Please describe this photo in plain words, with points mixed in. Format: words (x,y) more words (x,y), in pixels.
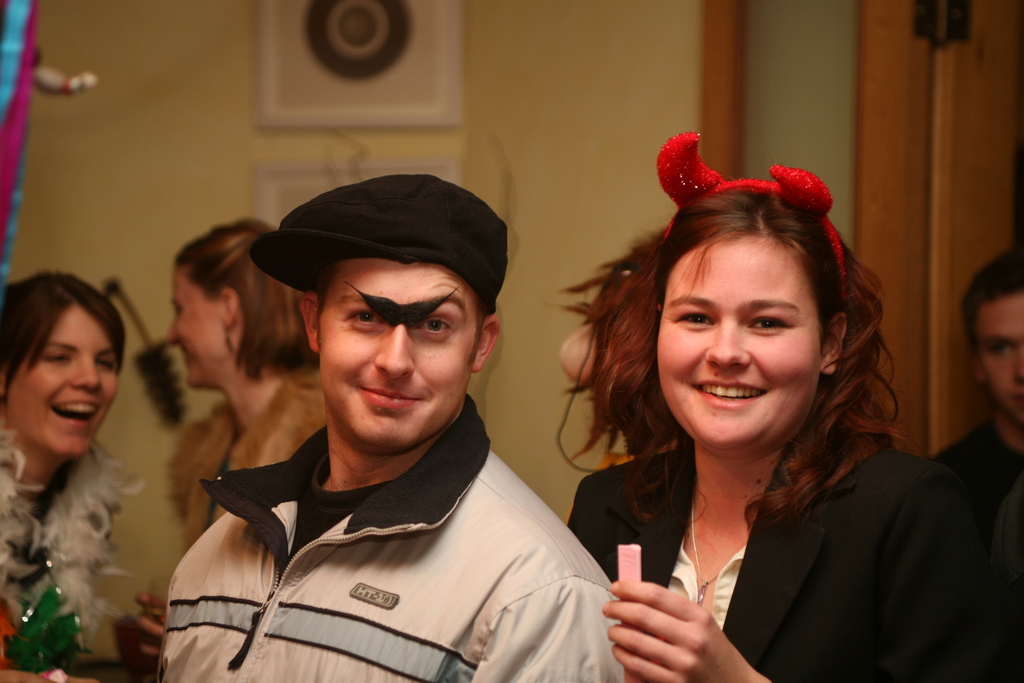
In this image I can see few people (482,468) are standing and wearing different color dresses (274,444). Back I can see few objects (979,239) and the wall (609,112).
